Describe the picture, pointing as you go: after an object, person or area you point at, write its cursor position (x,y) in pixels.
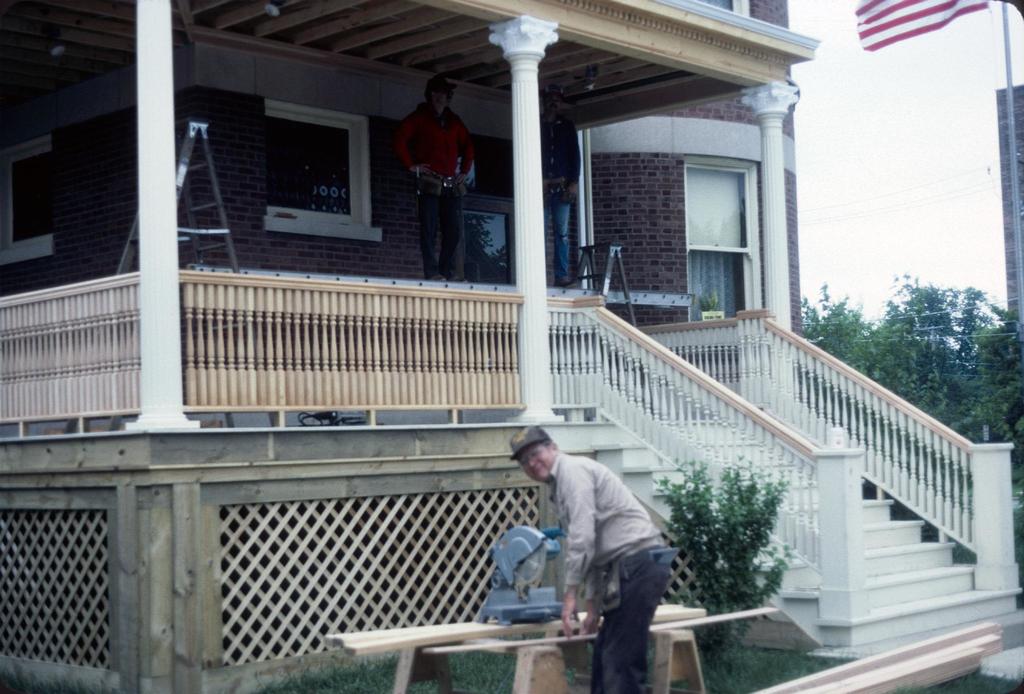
The man (602,569) in front of the picture is standing and he is smiling. In front of him, we see the wooden bench (543,654) on which a wood cutter (521,593) is placed. I think he is cutting the wood (568,647). Beside him, we see a plant (733,553). At the bottom (731,658), we see grass (781,668) and wood (869,672). Behind him, we see the staircase (822,642) and the stair railing (847,460). In the background (425,256), we see two men (453,246) are standing on the stand (434,280). Beside that, we see a ladder (178,172). Behind them, we see a wall (258,231) which is made up of bricks (627,203). We even see the windows (345,187). On the right side (998,335), we see trees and a flagpole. We see a flag (898,28) in white and red color.
